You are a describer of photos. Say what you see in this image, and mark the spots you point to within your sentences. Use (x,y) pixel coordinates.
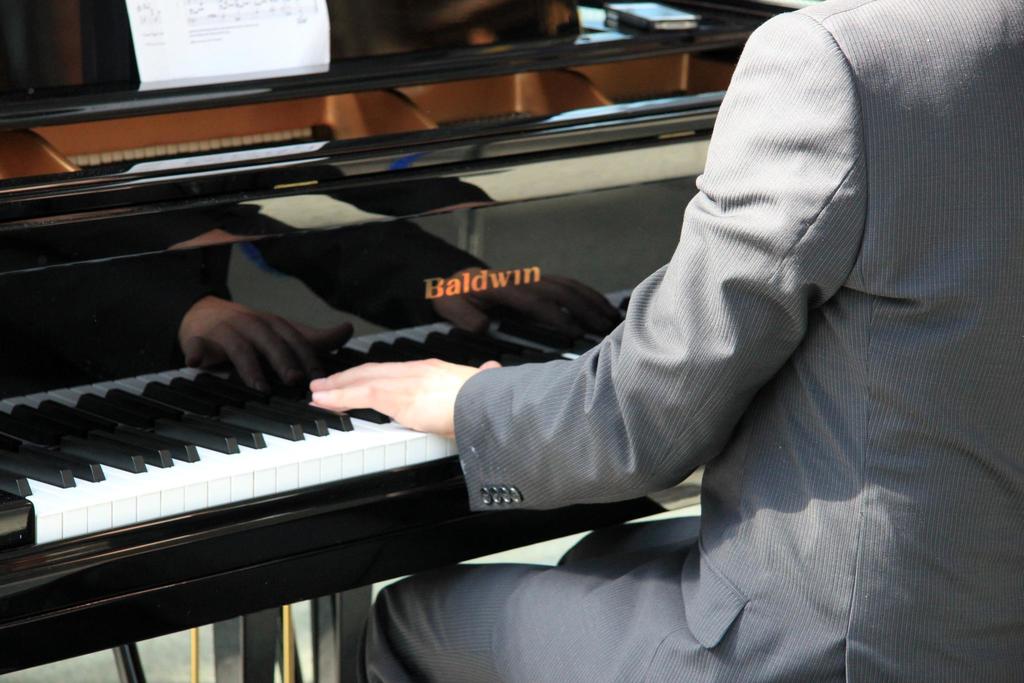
This picture is of inside. On the right (779,467) there is a person (722,594) wearing suit (788,373), sitting and playing piano (281,443). On the left (249,36) there is a paper (264,34) and a mobile phone (648,25) placed on the top of the piano table (478,59).
